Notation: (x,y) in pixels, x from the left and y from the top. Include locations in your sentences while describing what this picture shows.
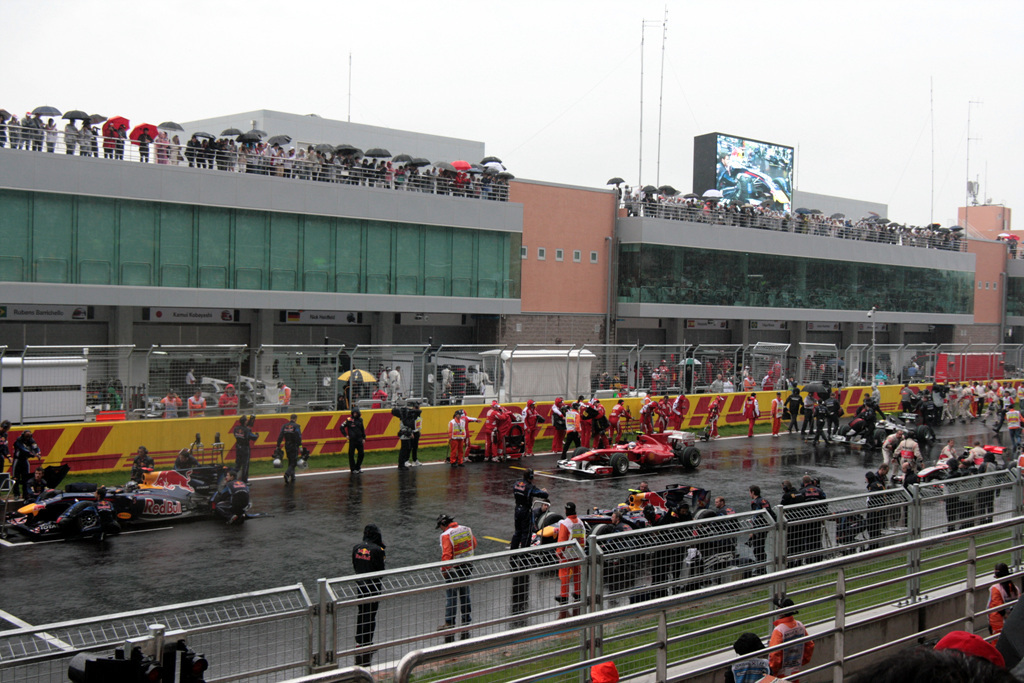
In this picture we can see a few people (748,649) in the bottom right (745,676). We can see some fencing (525,632). We can see a few vehicles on the road (144,548). There is some grass (881,598) visible on both sides of the road (867,470). We can see a few people (375,406) holding umbrellas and some boards (301,320) behind fencing (987,351). There are a few people (33,129) holding umbrellas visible on top of the building (203,209). There are a few poles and a screen (745,163).
